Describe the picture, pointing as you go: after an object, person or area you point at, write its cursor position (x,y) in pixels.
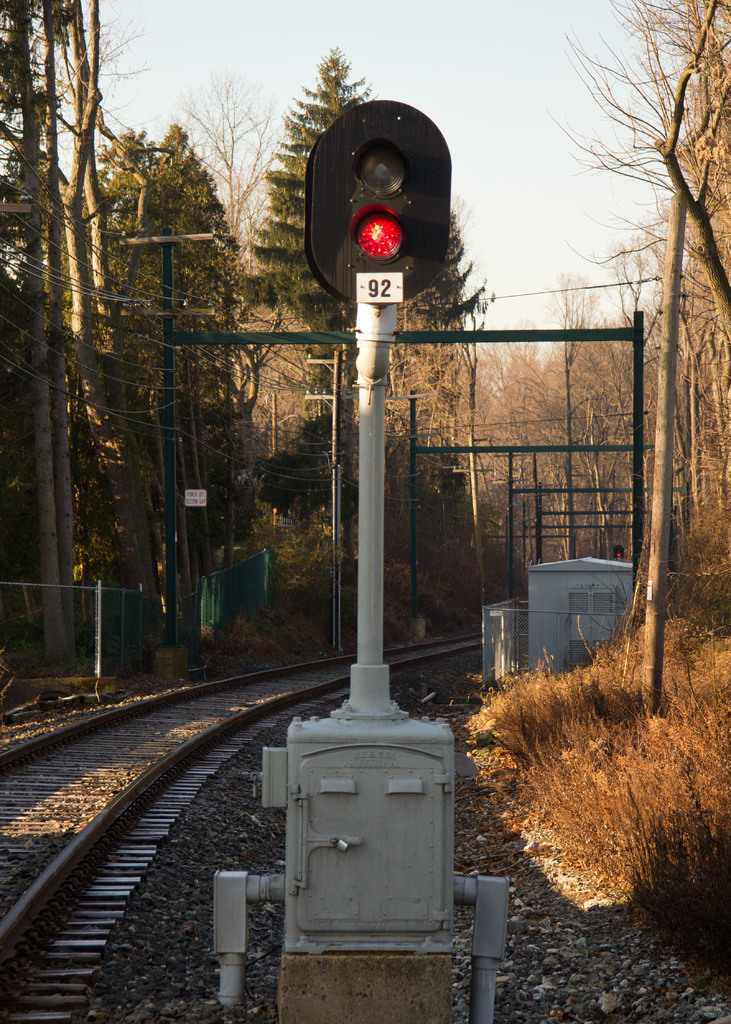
In this picture there traffic pole (345,702) in the center of the image (359,662) and there are tracks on the left side of the image (219,738) and there are dried trees (654,24) in the background area of the image (727,279), there are towers (532,339) in the image.
